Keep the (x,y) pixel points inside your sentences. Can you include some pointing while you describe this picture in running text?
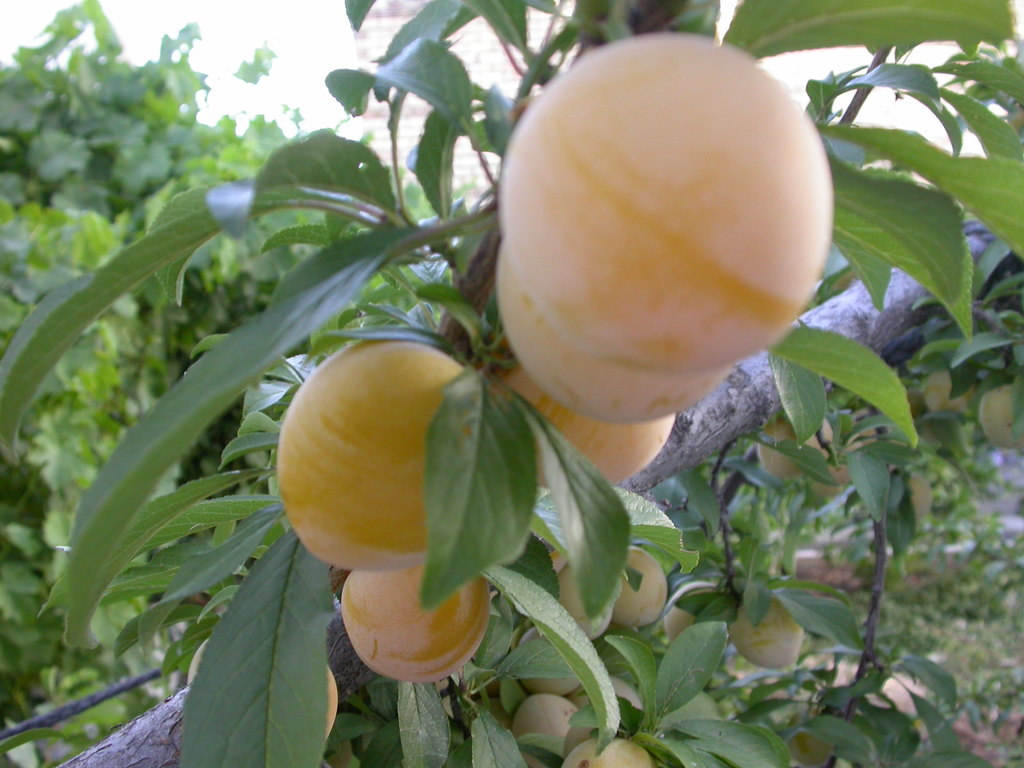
In this image I can see few fruits (687,227) in cream color and I can see few green color leaves (171,450). The sky (317,58) is in white color.
